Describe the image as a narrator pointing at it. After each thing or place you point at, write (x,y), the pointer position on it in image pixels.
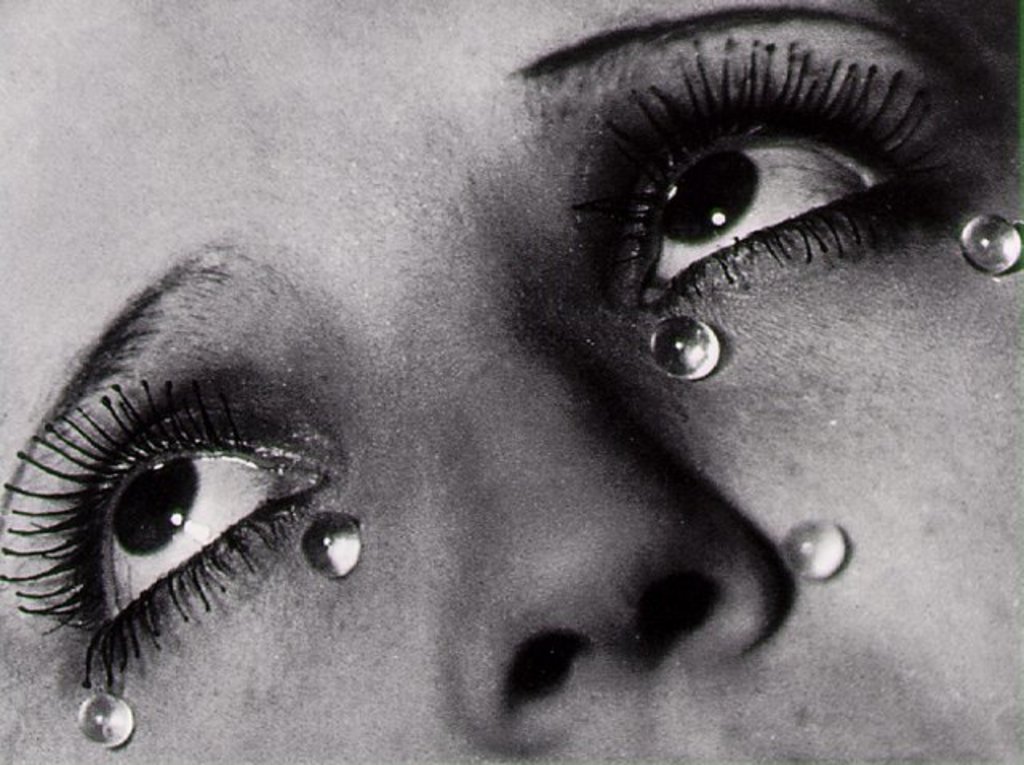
This is a black and white image where we can see a zoom-in picture of a woman's face (463,542). We can see small balls (341,544) on the face (987,176).
